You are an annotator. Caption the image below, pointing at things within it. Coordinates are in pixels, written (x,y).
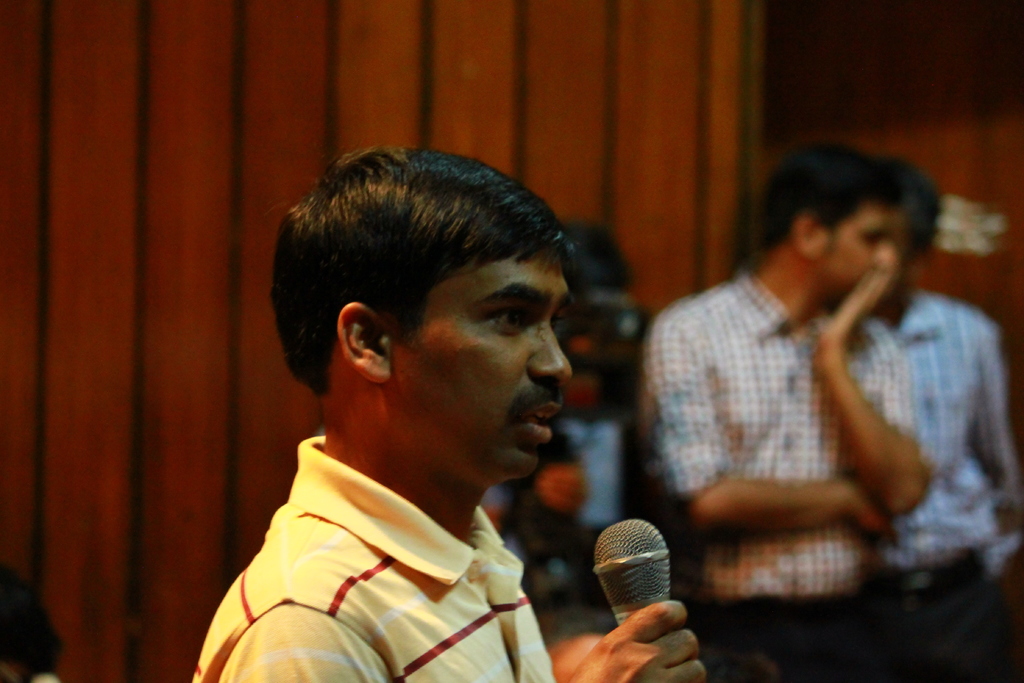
In this image In the middle (461,398) there is a man (389,546) he wear yellow t shirt (381,536), he is holding a mic (633,552), he is talking. In the background (692,271) there are some people (853,392), curtain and wall (851,82).
